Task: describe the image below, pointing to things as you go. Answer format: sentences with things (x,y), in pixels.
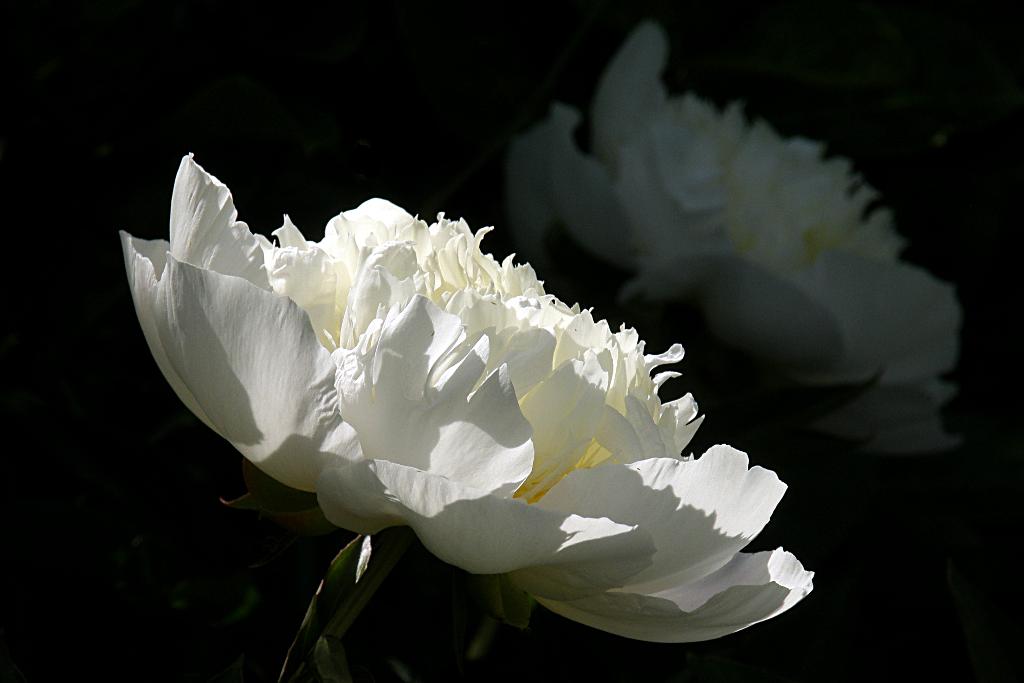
In this picture we see a white flower (501,393) with another white flower (592,206) behind it.
